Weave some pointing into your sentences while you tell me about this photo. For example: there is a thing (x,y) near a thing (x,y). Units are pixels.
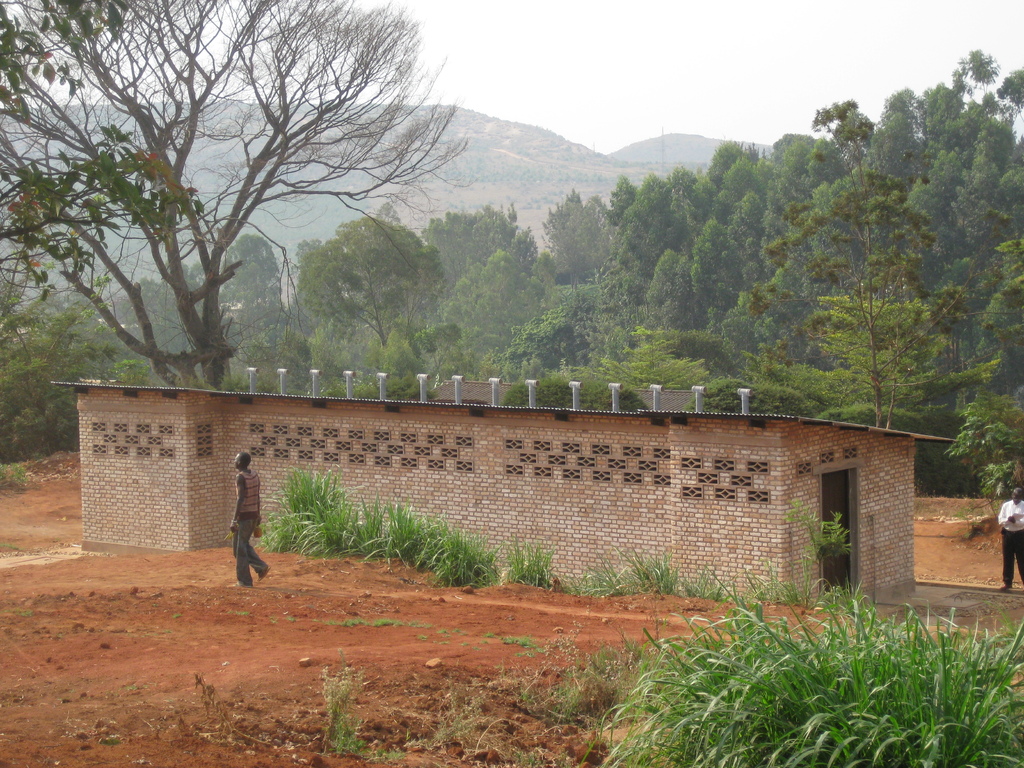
In this picture I can see there is a building (802,497) and there is a person (1019,558) standing on the right side (1006,548), there is another person (253,564) walking on left side (252,489). There are bushes (272,516), trees (1001,469) in the backdrop (564,268) and there are mountains (469,156) covered with trees (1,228).
